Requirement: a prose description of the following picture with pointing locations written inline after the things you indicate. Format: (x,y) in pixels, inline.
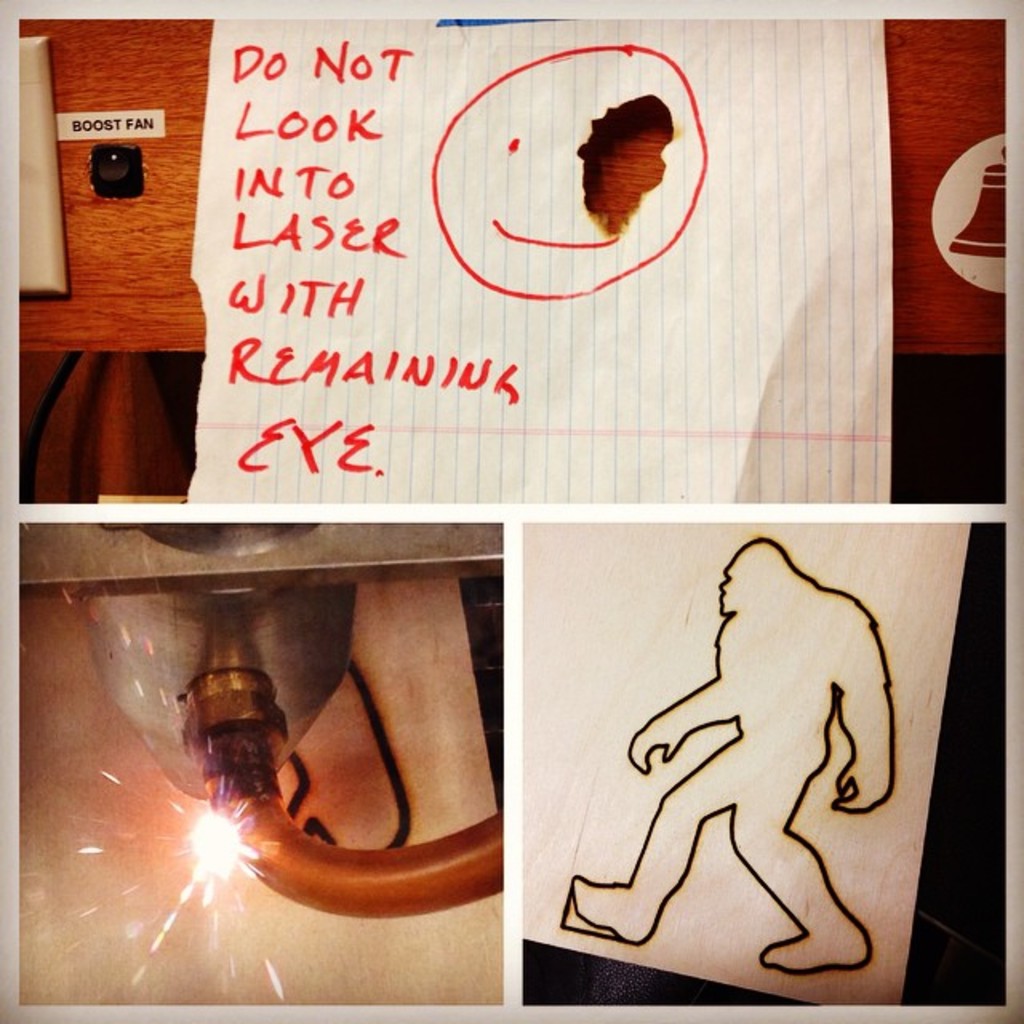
This is a collage picture. In these pictures I can see papers (638,468) which has some drawings (848,664) and something written on them. I can also see wooden object (254,872), sparks (226,847) and some other objects (242,618).
